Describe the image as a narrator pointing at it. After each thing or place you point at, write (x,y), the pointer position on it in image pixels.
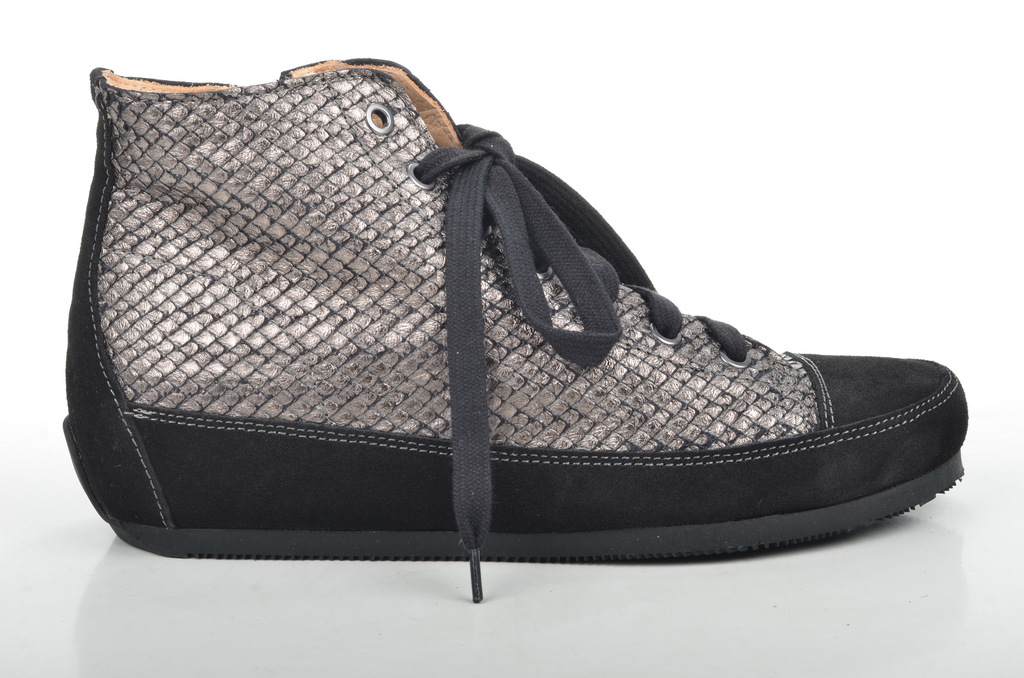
In this picture I can observe shoe (361,387) in the middle of the picture (478,416). This shoe (405,429) is in black color. The background (647,146) is in white color.
